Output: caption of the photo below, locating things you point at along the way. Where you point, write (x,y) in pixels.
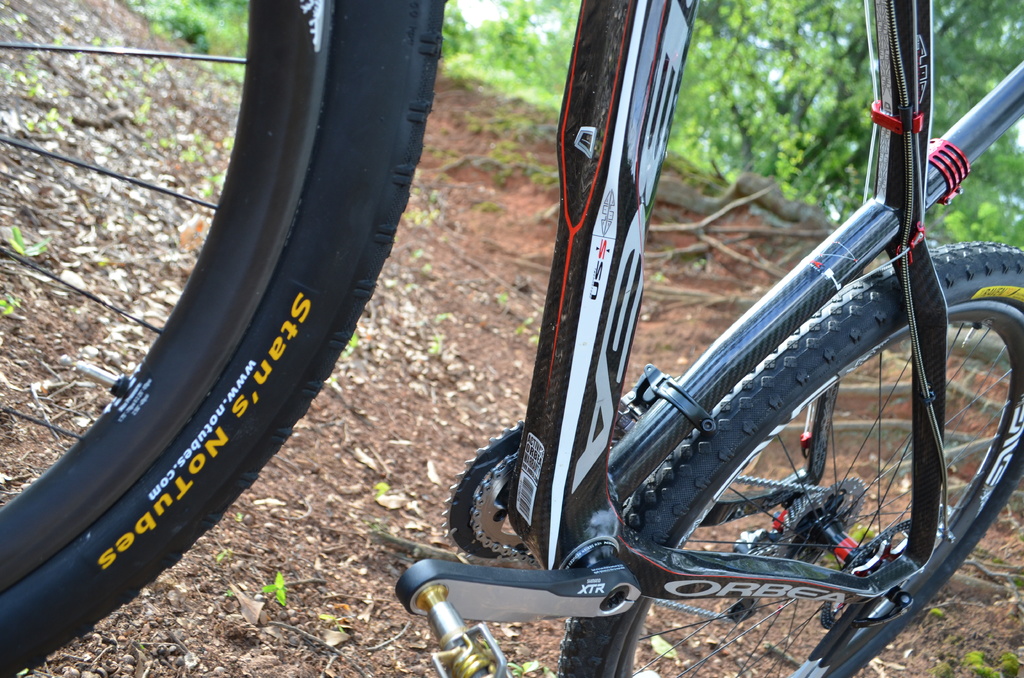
In this image I can see a bicycle (112,603), few green trees (830,46) and few leaves (176,231) on the ground (386,276).
